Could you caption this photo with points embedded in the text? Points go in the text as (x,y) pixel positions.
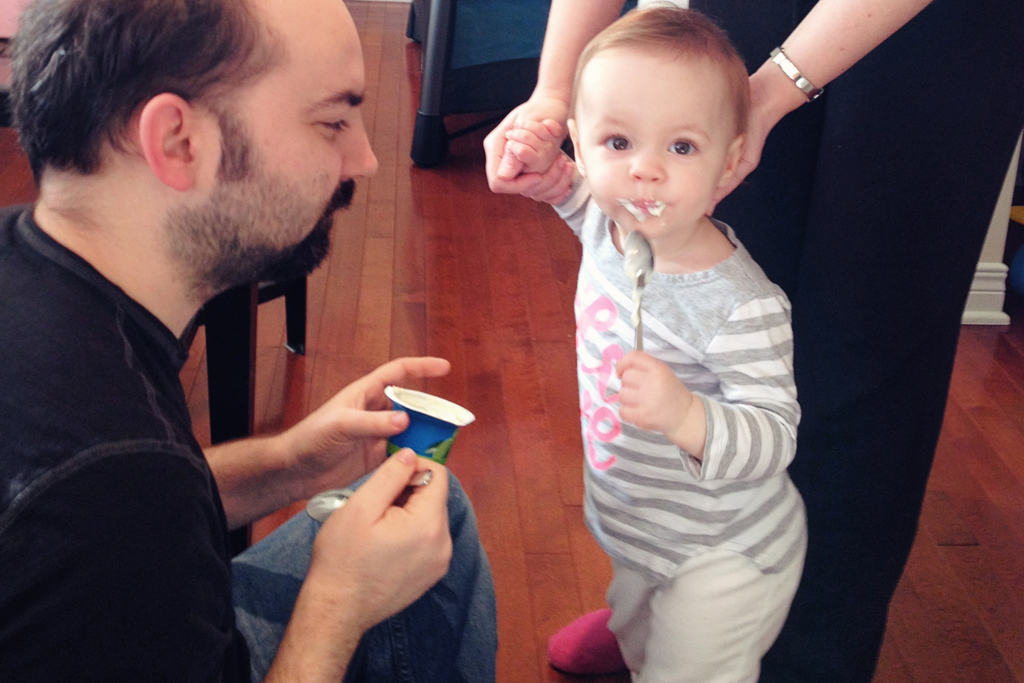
In this image on the left side (134,394) there is one person (154,441) who is sitting and on the right side (806,180) there is one person (799,263) and one baby (672,218), at the bottom (541,566) there is a wooden floor (552,551) and in the background (426,83) there are some objects (462,40).
